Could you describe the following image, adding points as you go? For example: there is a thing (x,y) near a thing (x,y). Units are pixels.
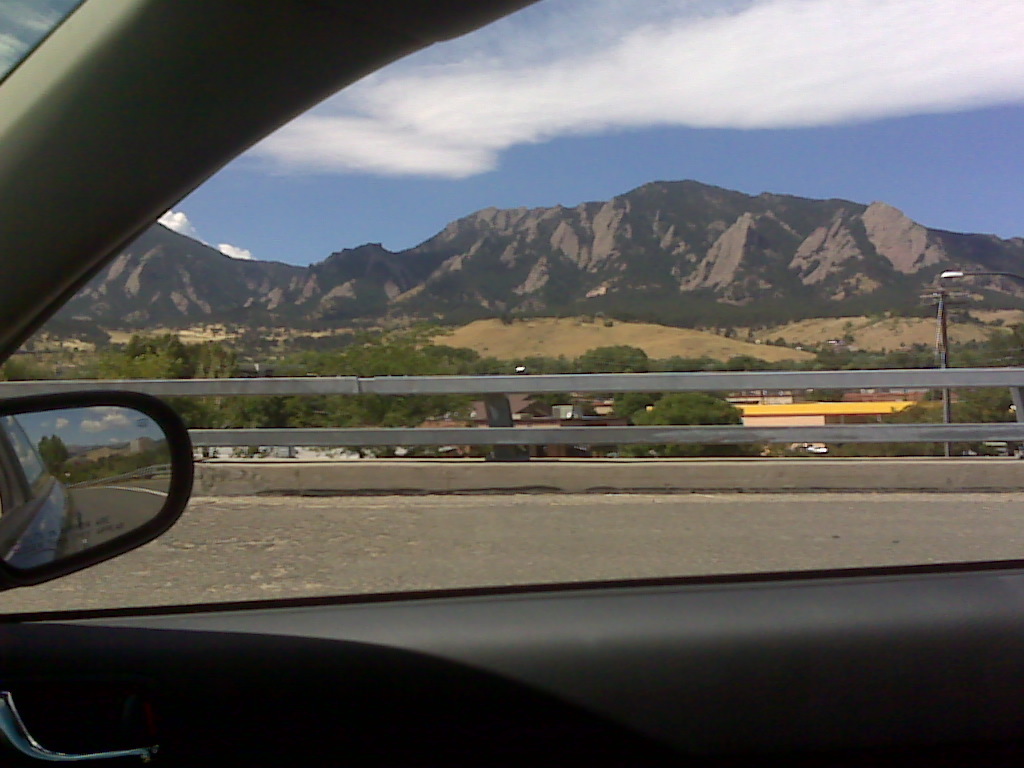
The image is captured from inside a car (126,609), behind the window (180,275) there are mountains (853,260), trees (376,347) and a road (269,575).
